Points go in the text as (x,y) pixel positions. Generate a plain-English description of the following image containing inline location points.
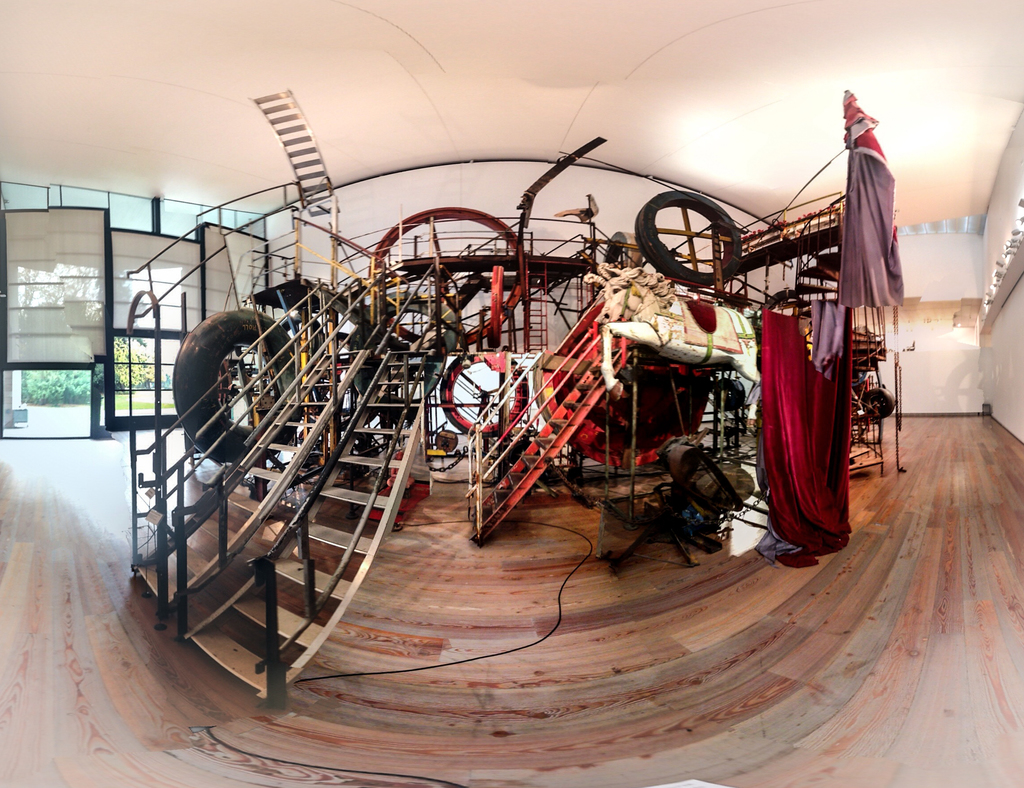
In this picture we can see a few tires (667,268), clothes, stairs (335,597) and other objects (516,405). We can see some plants (51,376) in the background (71,378).
